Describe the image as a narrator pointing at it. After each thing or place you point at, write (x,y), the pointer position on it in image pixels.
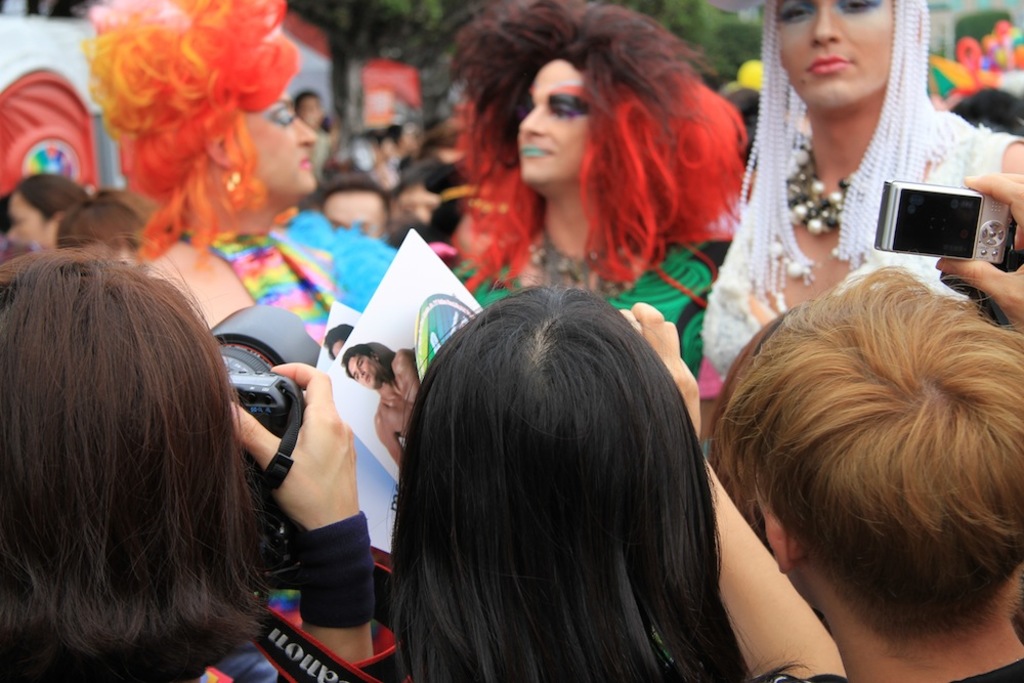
In this image in front (996,560) there are three people (582,469) holding the cameras (933,221). In front of them there are few other people (511,112). In the background of the image (730,30) there are trees (730,30).
